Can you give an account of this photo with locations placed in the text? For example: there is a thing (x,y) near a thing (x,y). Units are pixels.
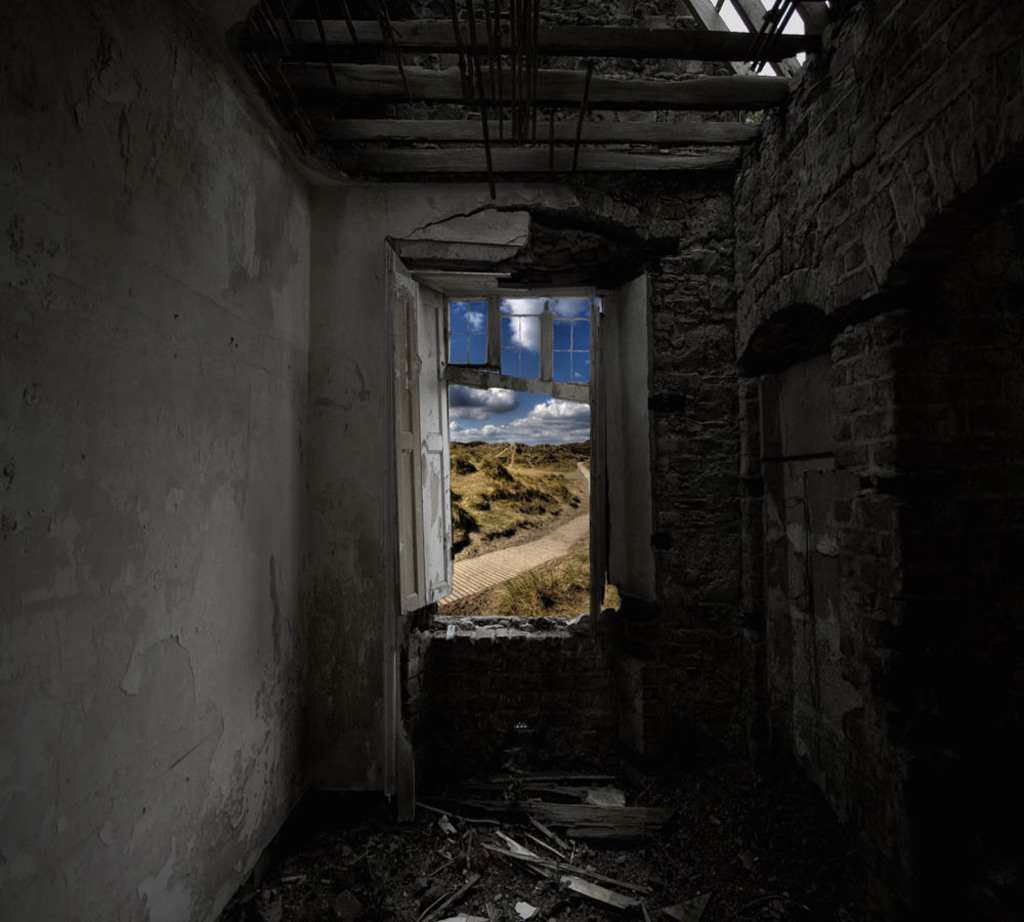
It's an inside part of a house (707,567). This is the window (580,421), these are the walls (724,535).
